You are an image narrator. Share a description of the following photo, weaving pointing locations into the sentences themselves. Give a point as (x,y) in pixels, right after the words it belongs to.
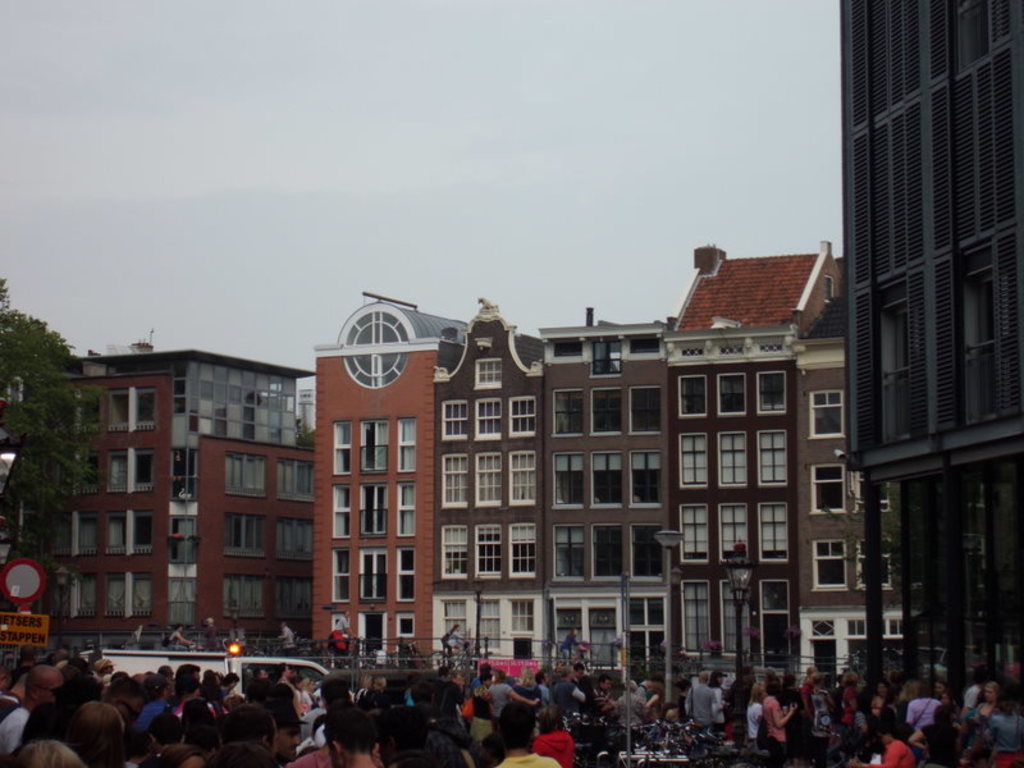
In this image we can see buildings (344,467) with windows (690,394). In-front of this building (224,411) there is a tree (30,448). These are light poles (733,586). Front we can see crowd (391,708) and vehicle (275,667). Left side of the image (21,629) we can see sign boards (17,619).
